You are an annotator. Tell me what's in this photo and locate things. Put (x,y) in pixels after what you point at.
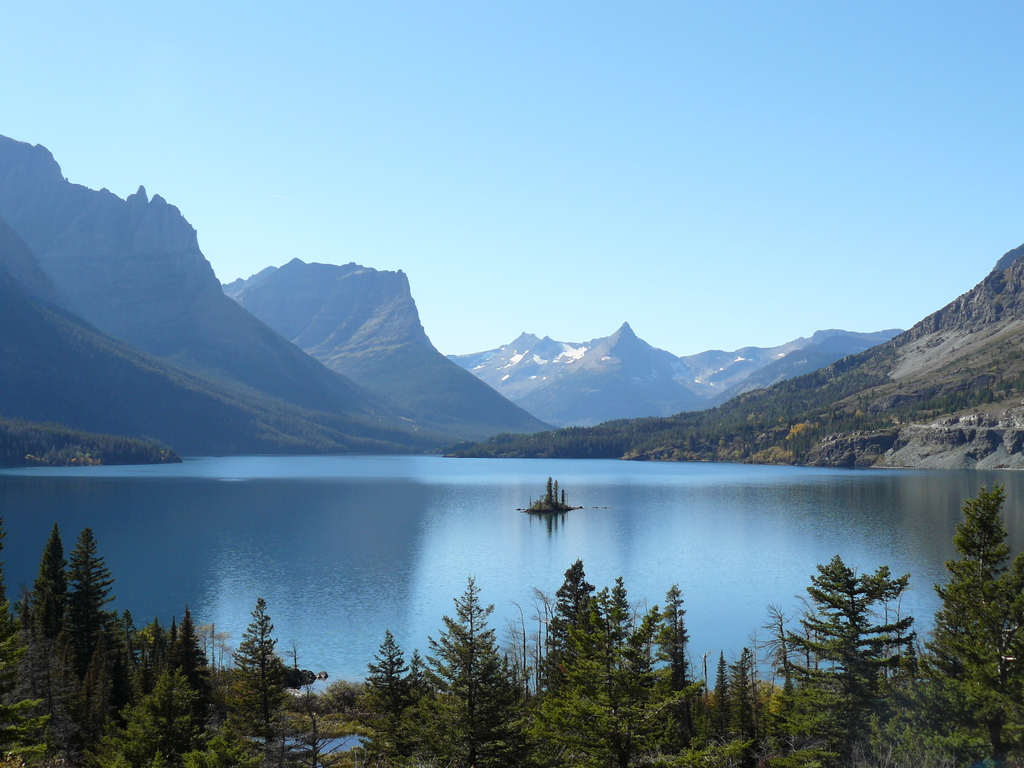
In this picture there is water (363,553) in the center of the image (643,479) and there are trees (566,579) at the bottom side of the image (450,628), there are mountains (986,327) in the background area of the image (56,281).
